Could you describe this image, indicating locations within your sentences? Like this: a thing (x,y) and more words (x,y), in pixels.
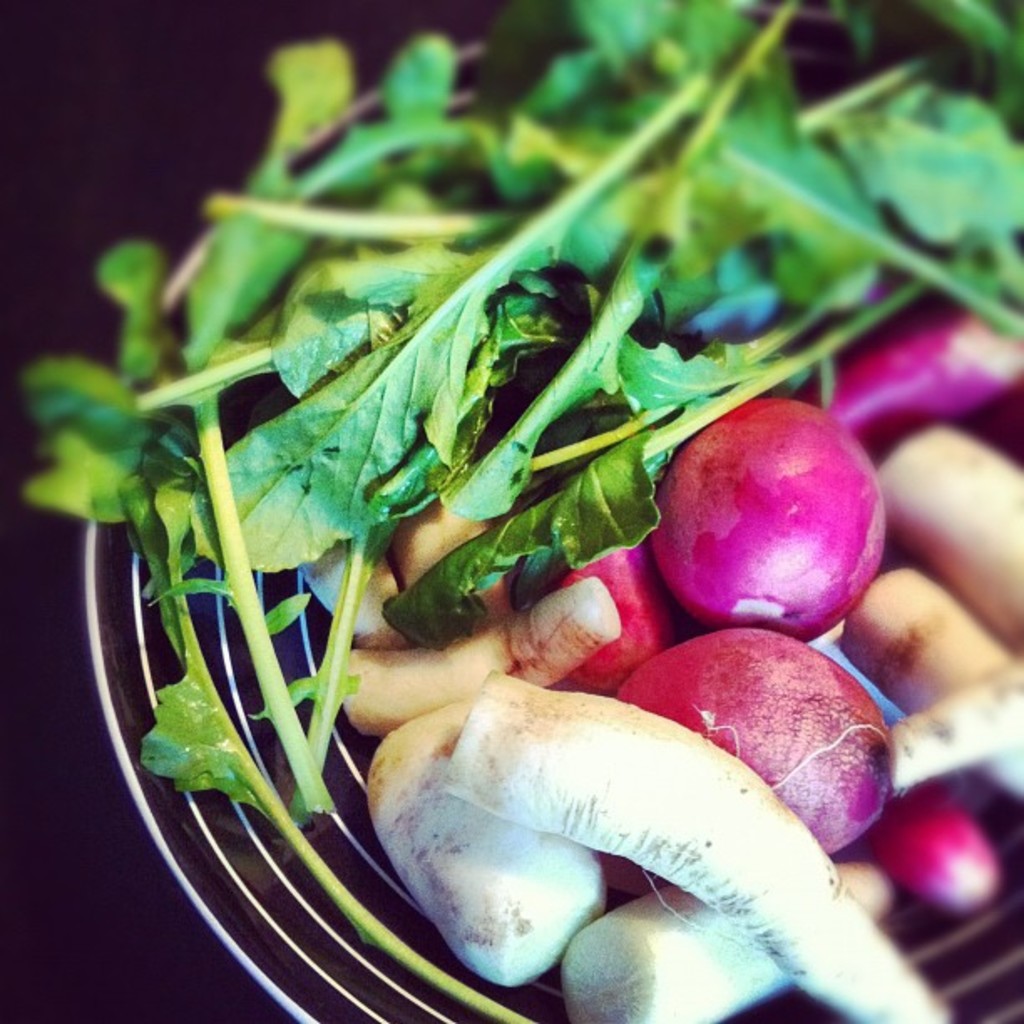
In this image there is one basket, and in the basket (172,327) there are some leafy vegetables (585,217) and some other vegetables (798,578) and there is black background (174,953).
